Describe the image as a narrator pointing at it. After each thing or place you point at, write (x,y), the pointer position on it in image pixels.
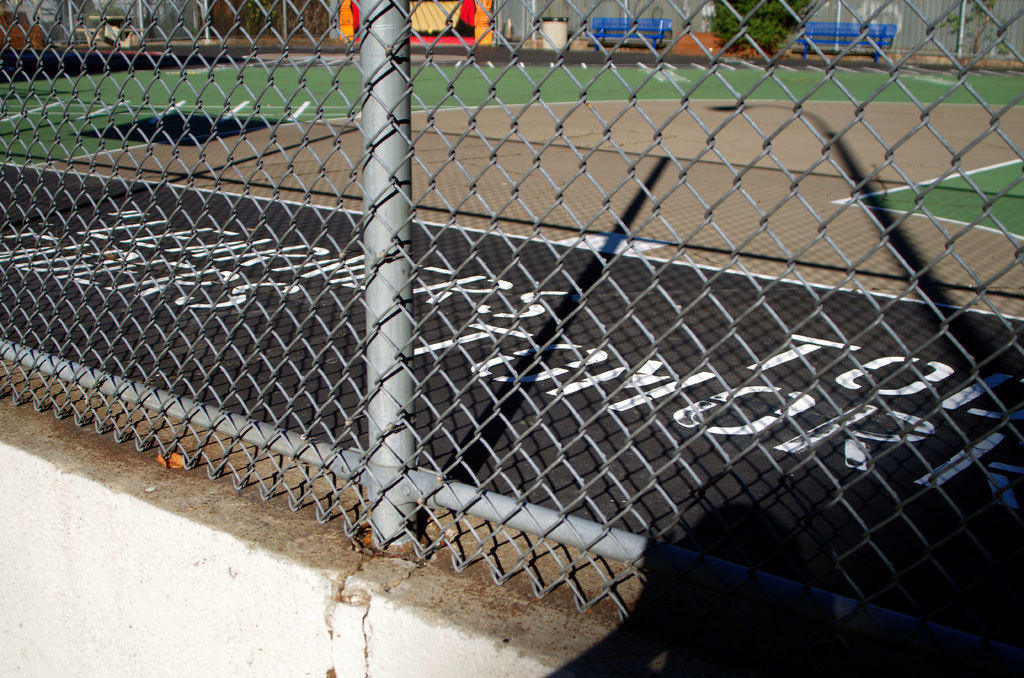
In this image I can see a railing (792,47). Background (627,26) I can see two benches (640,27) in blue color, a tree (743,50) in green color.
